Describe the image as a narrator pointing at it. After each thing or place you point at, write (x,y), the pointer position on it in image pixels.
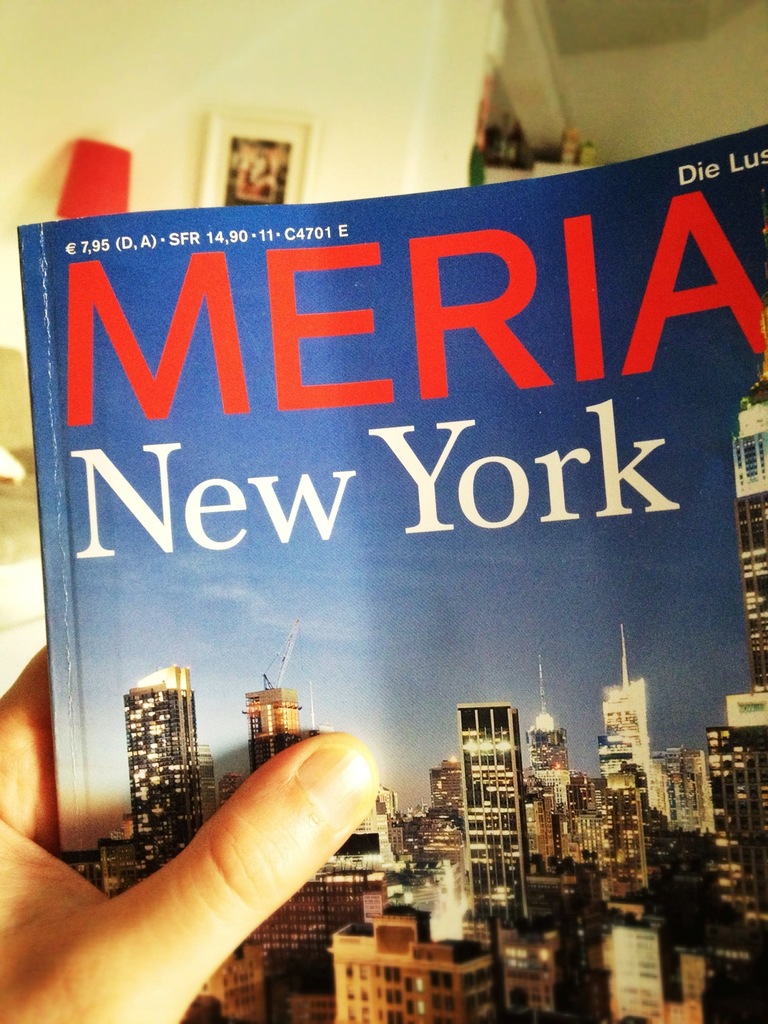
In this image we can see a hand (186,864) of a person (90,912) and the person (205,950) is holding a book (423,793). In the book (447,746) we can see the text (666,262) and a group of buildings (334,862). Behind the book (250,249) we can see a wall (377,79). On the wall (396,171) we can see a frame (248,180).
